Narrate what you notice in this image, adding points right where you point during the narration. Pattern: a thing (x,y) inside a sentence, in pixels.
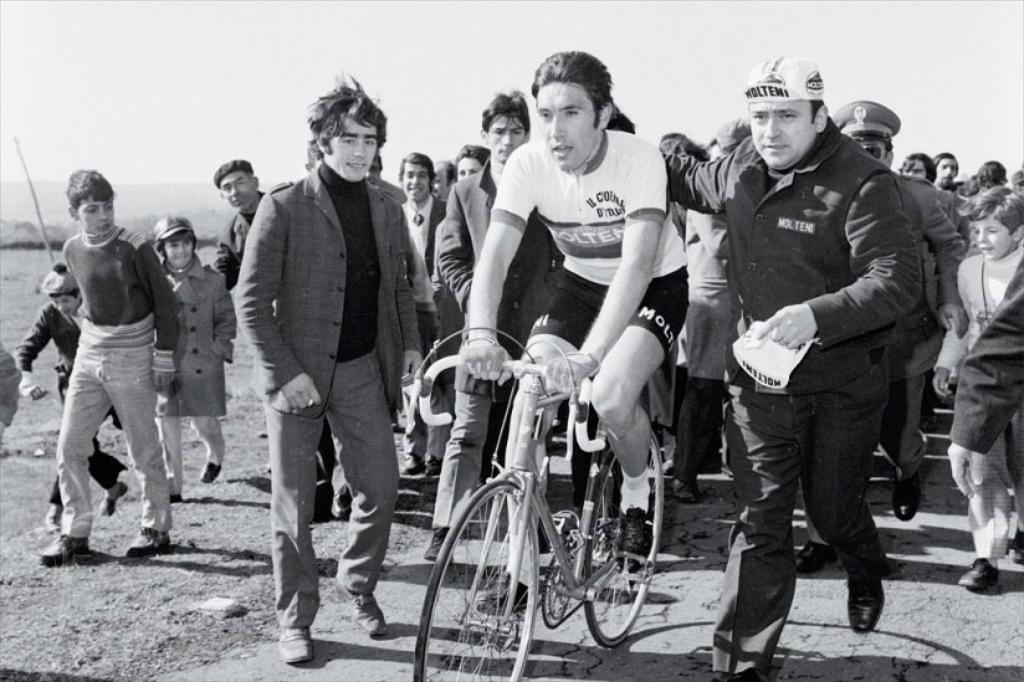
There are many people (687,149) in the image. There is person (557,326) riding bicycle (547,518). People (459,500) are walking around the person (580,326).
